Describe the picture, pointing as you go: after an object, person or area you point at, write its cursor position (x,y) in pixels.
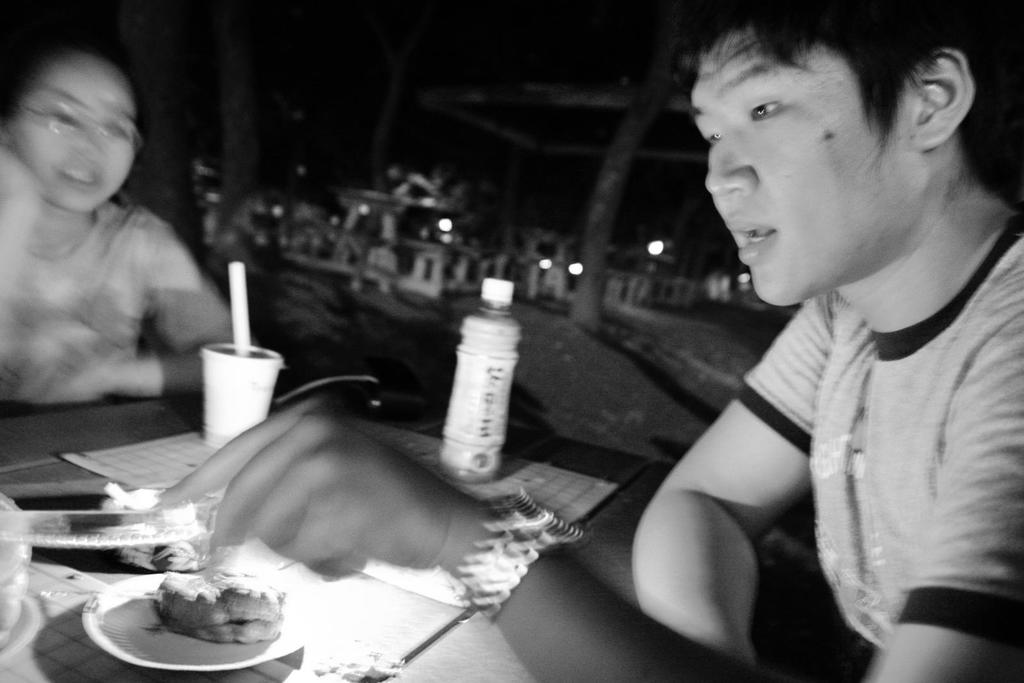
In this picture we can see the couple (846,420) sitting at the dining table (602,499). In the center (480,420) there is a table (174,472) on which food (169,617), water bottle (472,395) and juice glass (228,395) is placed. Behind we can see some houses (413,178) and trees (607,219).
